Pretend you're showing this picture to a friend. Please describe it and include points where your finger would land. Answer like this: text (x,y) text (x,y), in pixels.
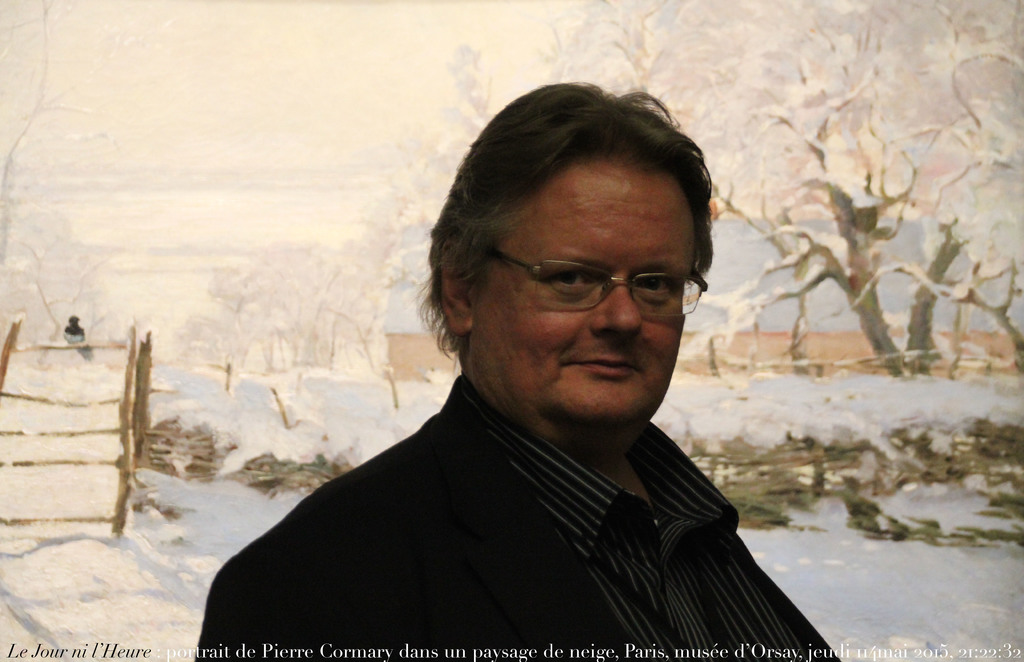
In this image we can see a man (589,320) is standing, he is wearing the suit (741,560), at the back (964,54) there are trees (729,16), there is a bird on the fence (83,380), there is a snow (83,380).
